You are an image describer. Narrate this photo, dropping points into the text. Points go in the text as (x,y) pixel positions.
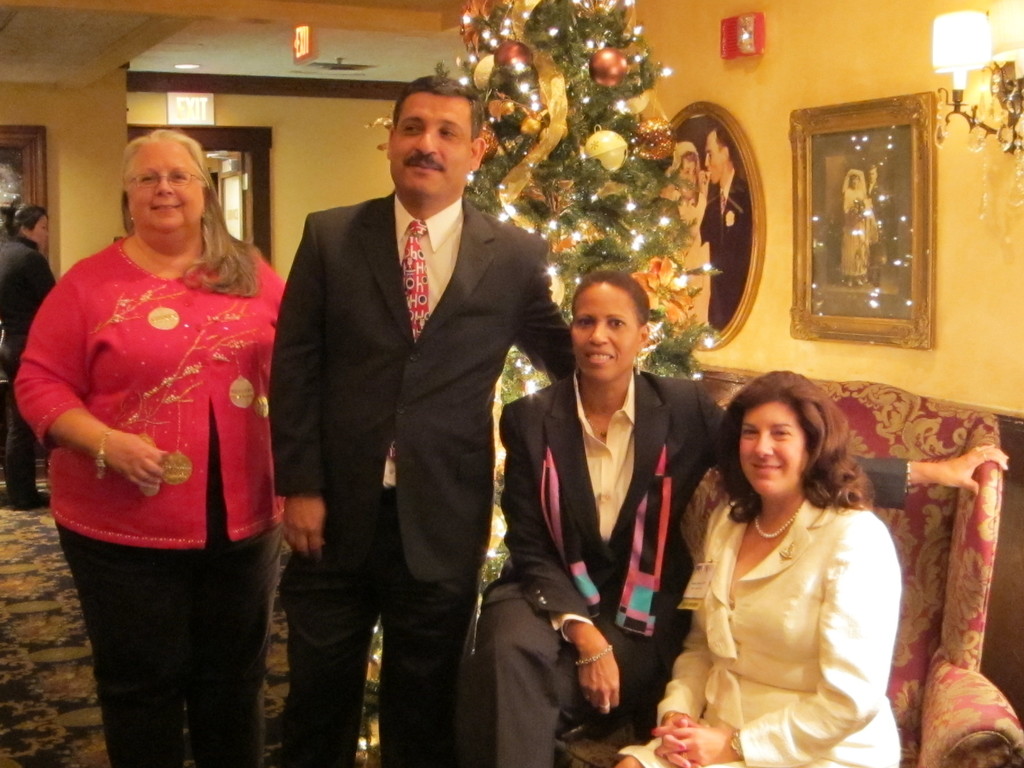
In this image we can see a group of people (437,486) standing on the floor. On the right side (839,599) we can see two women (747,596) sitting on a sofa (905,599). We can also see the Christmas tree (565,148) with lights (688,278) and balls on it, some photo frames (850,259) and a lamp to a wall (779,150). On the backside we can see a signboard (175,122) and a roof (396,68) with some ceiling lights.
